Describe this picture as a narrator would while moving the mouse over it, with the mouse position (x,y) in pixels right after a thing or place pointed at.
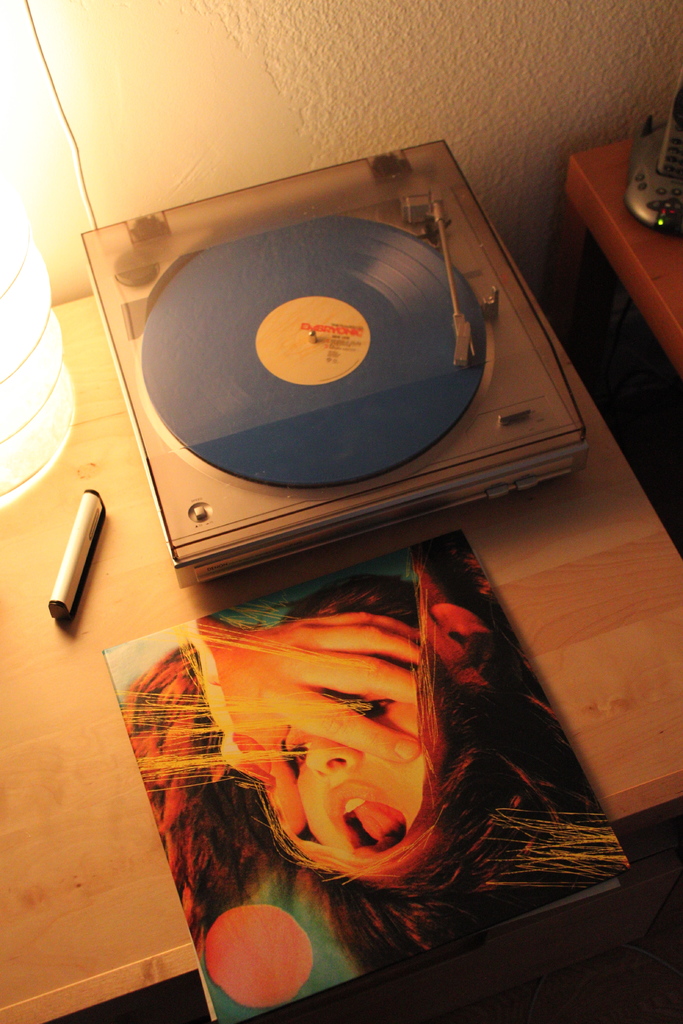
In this picture there is a painted paper (408,716) at the bottom side of the image (340,740) and there is a gadget (403,246) in the center of the image (351,420), which are placed on a table (270,572), it seems to be there is a cell phone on a desk (653,264) on the right side of the image (631,180).
